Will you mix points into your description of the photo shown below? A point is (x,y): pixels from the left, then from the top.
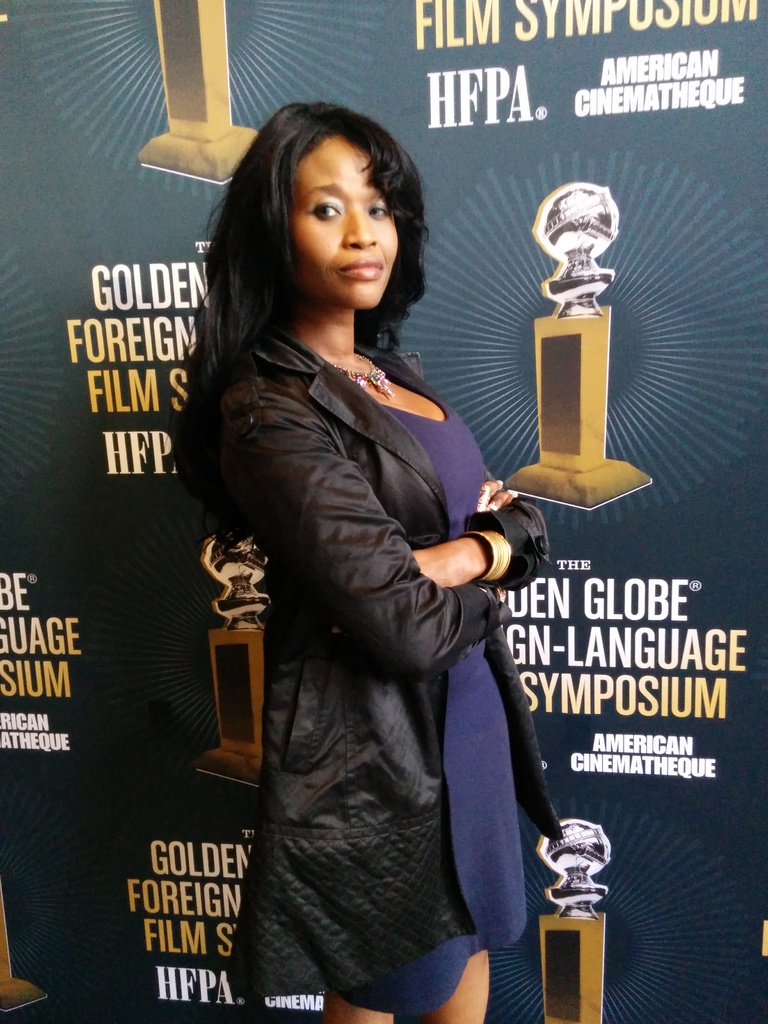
In the center of the image (290,528) we can see a woman (371,961) standing. In the background (72,267) there is a poster (649,545).
